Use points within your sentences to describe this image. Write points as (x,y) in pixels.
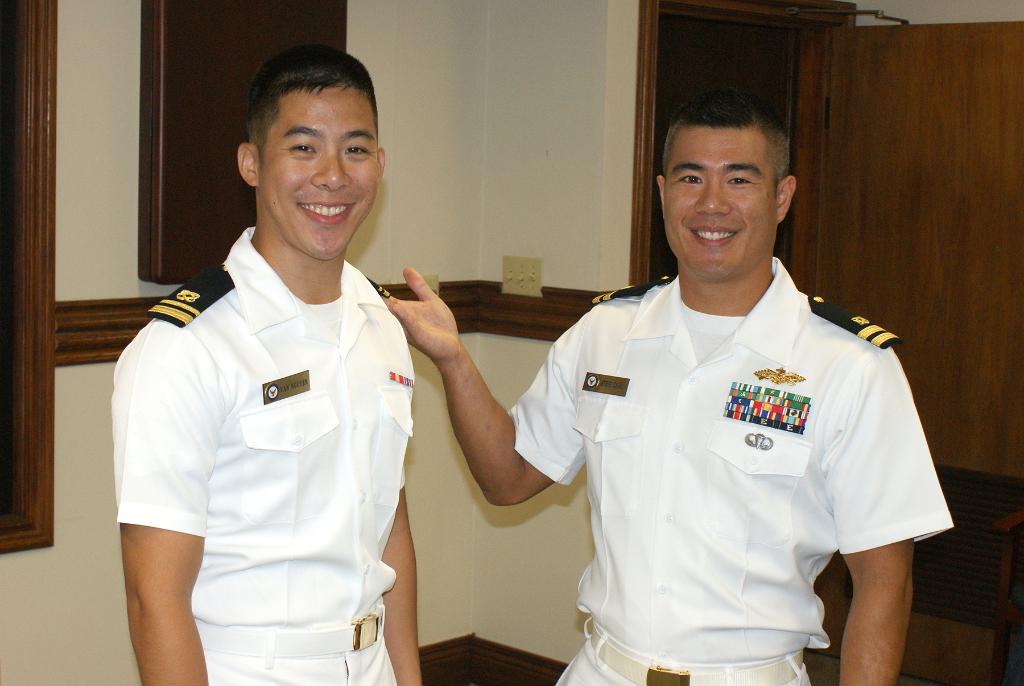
In this image there is a wall (60,668) and a wooden object (46,380) on the left corner (48,397). There is a chair (1004,542), wooden object (979,131) on the right corner (991,141). There are people (534,438) with uniforms (291,597) in the foreground (409,579). There is a wall (118,290) with a wooden object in the background (460,180).
